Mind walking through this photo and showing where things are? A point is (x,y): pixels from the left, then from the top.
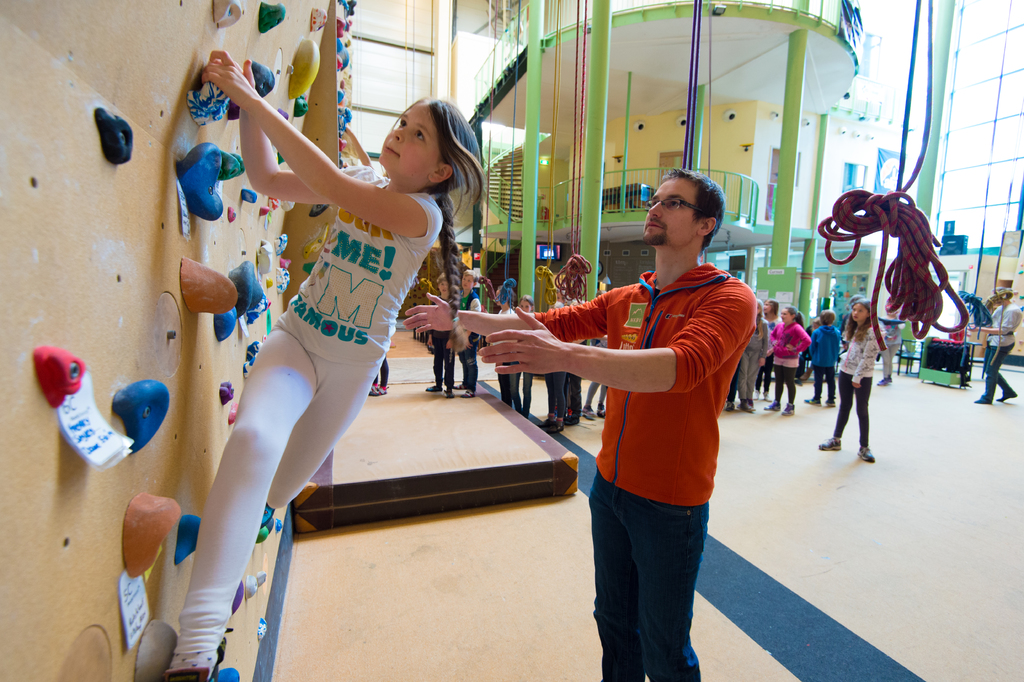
In this image a girl (347,363) wearing a white dress (335,361) is climbing the wall (118,355) having few stones (138,407) attached to it. There is a person (616,399) wearing a orange jacket (659,397) is standing on the floor (569,595). Right side there is a rope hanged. Behind this person (593,360) there are few persons (868,334) standing on the floor (896,397). Behind them there are stairs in the balcony (646,177). Right side (970,232) there is a window (964,127).
